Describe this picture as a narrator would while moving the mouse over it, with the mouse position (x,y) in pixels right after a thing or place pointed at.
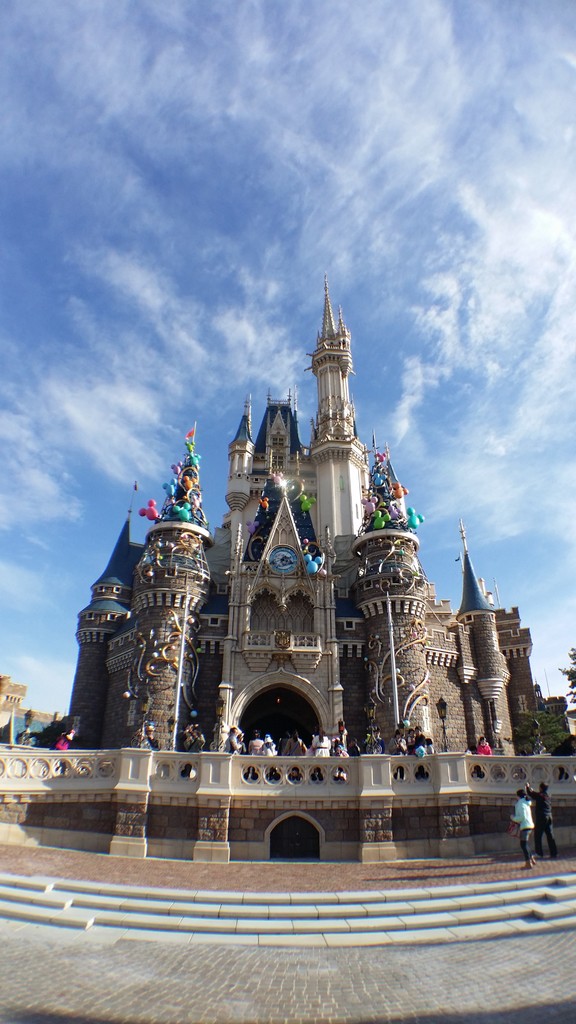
In this image we can see the stairs (447,913), people (523,753) walking here, the castle (351,791) and the blue color sky (185,375) with clouds (486,67) in the background (320,97).
